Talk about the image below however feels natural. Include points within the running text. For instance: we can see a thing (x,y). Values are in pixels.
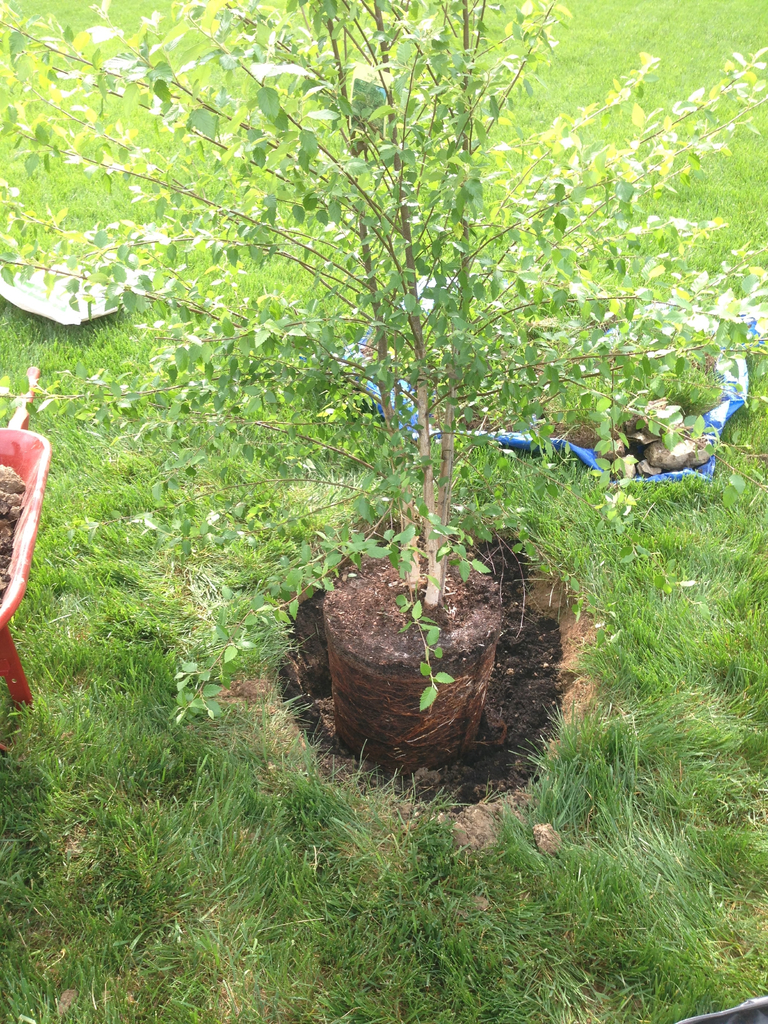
In this image in the center (438,472) there is one plant (399,489) and at the bottom (509,874) there is grass (606,655), and on the left side (34,533) there is some object (24,533) and mud (12,487). And in the background (87,308) there are some objects (51,306).
